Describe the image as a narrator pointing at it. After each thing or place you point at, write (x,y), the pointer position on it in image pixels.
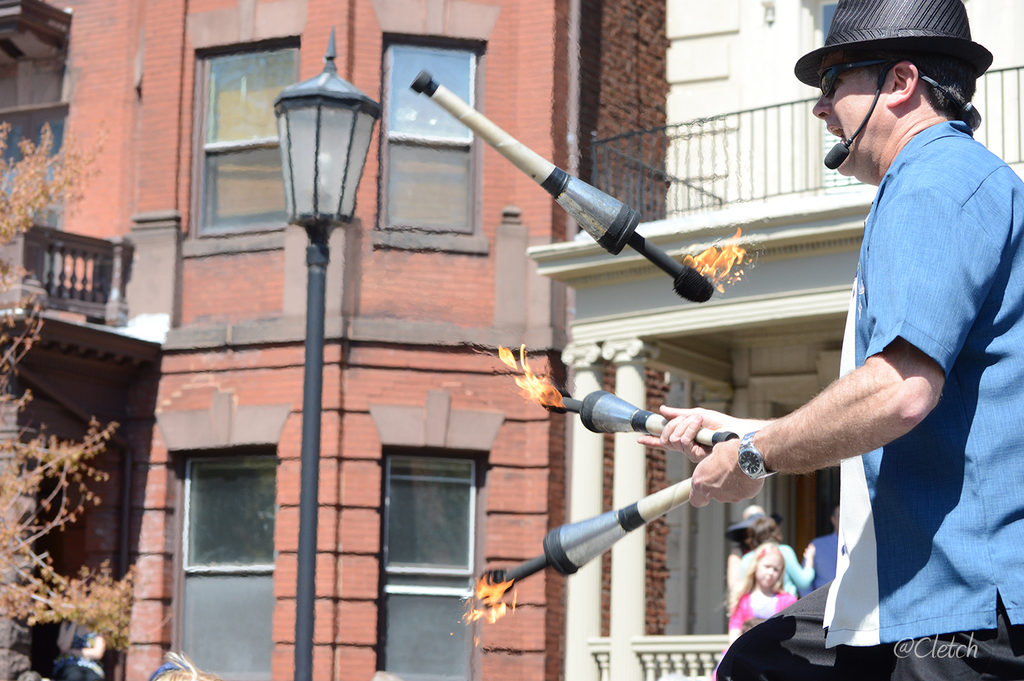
In this image there is one person (833,445) is standing at right side of this image (768,450) and holding an object (644,517), and there is a building (465,433) in the background (545,479) and there is a lamp pole (323,169) in middle of this image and there is a tree (25,346) at left side of this image (45,475) and there are some persons (739,598) standing at bottom right side of this image (737,569).
